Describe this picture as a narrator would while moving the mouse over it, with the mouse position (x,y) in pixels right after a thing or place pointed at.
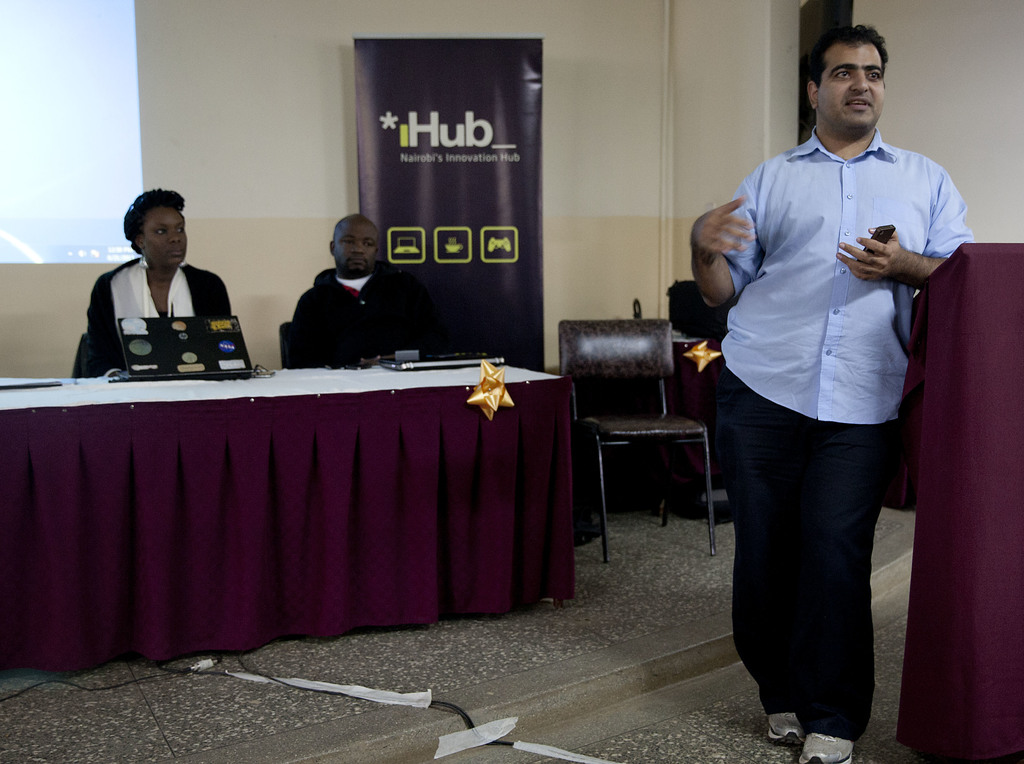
AS we can see in the picture that two people (199,291) are sitting on a chair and a system (211,367) is placed on a table (227,448) back of them a projected screen (40,124) is shown and a poster (437,202). In front of them is another man (781,257) who is standing and talking something, who is wearing a blue shirt (832,332), black pant (803,472) and shoes (783,739).
